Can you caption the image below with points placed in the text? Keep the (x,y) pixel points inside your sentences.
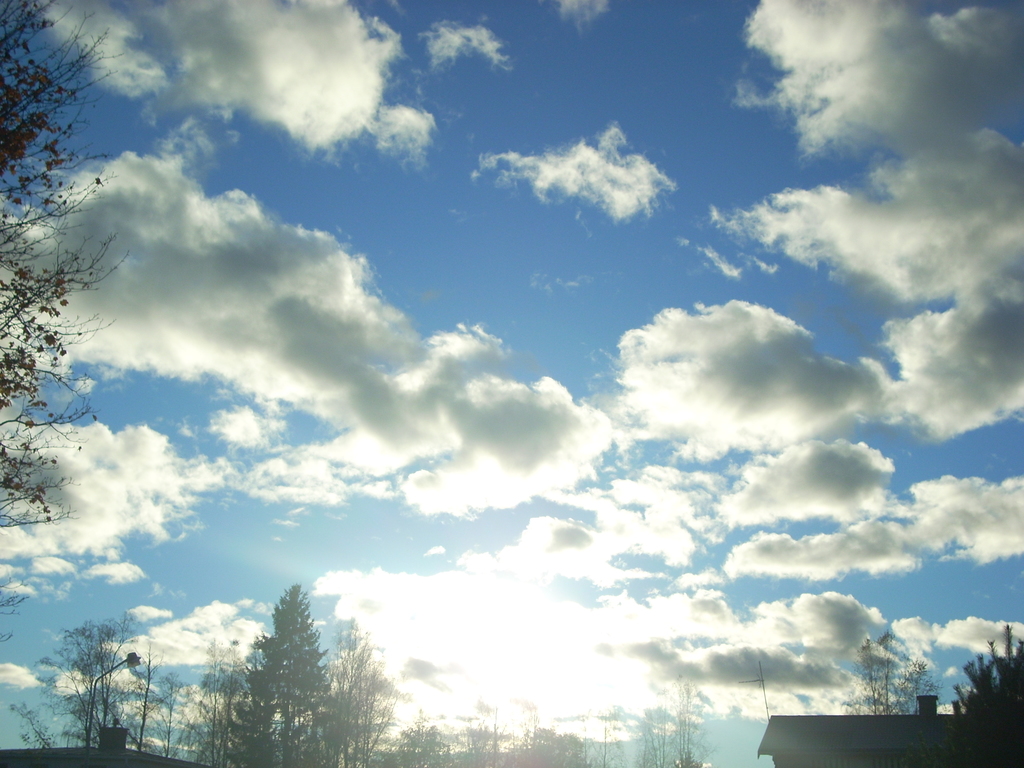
In this image we can see the sky (430,413). At the bottom (232,669) we can see a group of trees (390,703), buildings (814,737) and a street pole (138,655) with light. On the left side (15,362), we can see a tree (15,422).
